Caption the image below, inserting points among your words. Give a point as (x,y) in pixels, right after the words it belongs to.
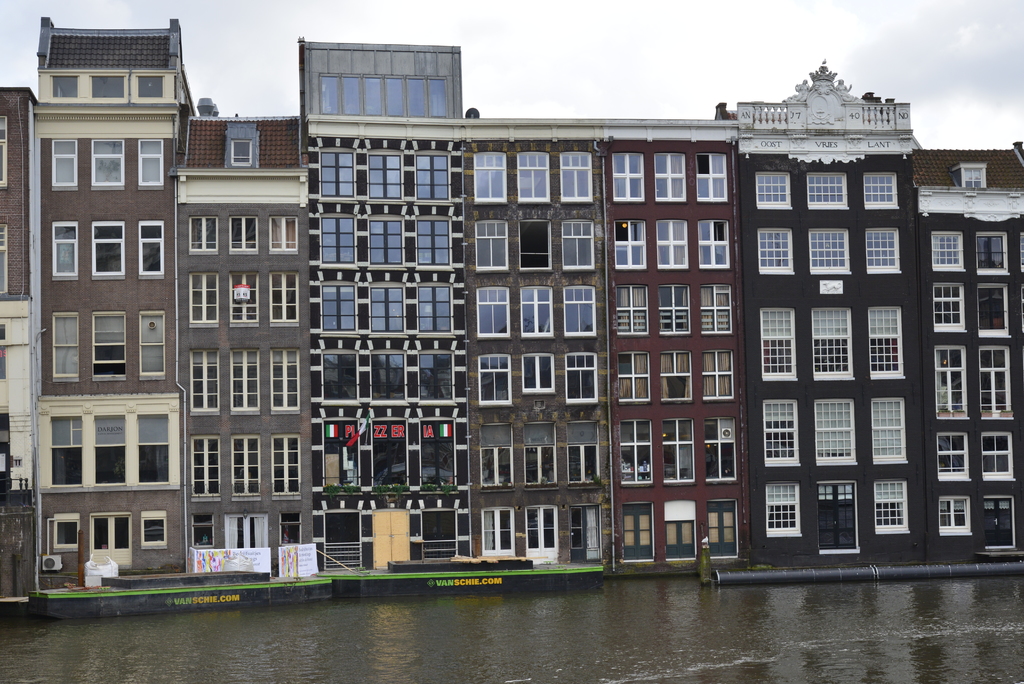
In this image we can see buildings (612,307), windows (258,466), there is an air conditioner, there are some posters (279,558), also we can see the water (472,659), and the sky (707,97).
